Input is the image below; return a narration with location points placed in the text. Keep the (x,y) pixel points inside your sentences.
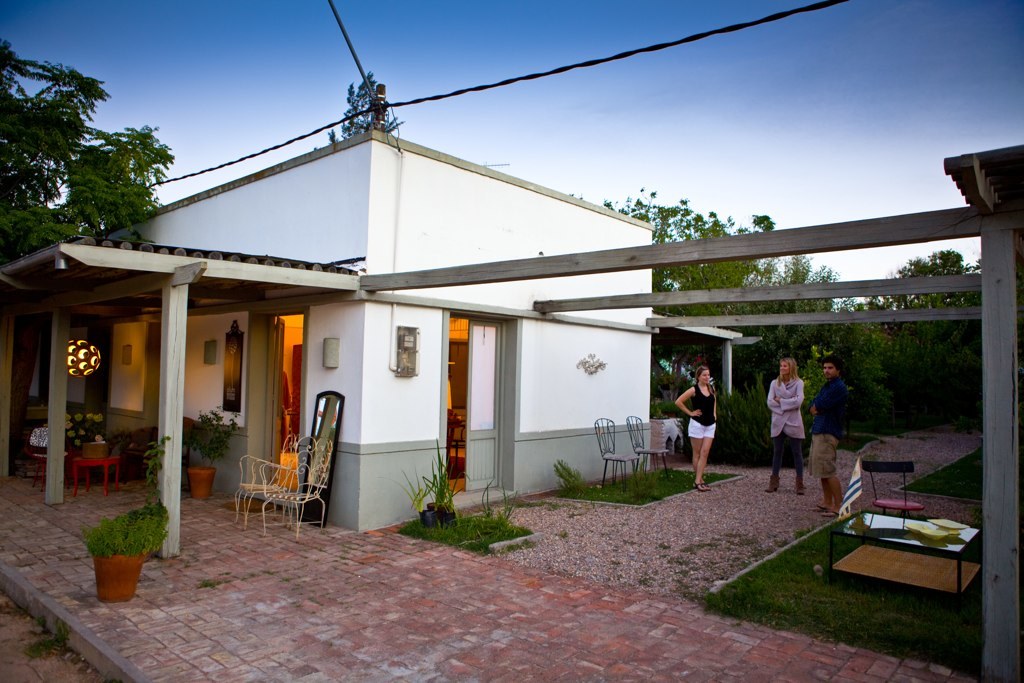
This picture is clicked outside. In the foreground (179,583) we can see the houseplants (211,487), chairs (296,494), tables (921,566) and some other items (945,521) are placed on the ground (619,540) and we can see the green grass (497,532), pavement (488,623), wooden planks (805,291), cables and some other items (679,439). On the right (835,460) we can see the group of persons (781,413) standing on the ground (682,514) and we can see the house (398,315) and the doors (481,346) of the house (415,418). In the background (241,89) there is a sky (228,104) and the trees (829,272).
